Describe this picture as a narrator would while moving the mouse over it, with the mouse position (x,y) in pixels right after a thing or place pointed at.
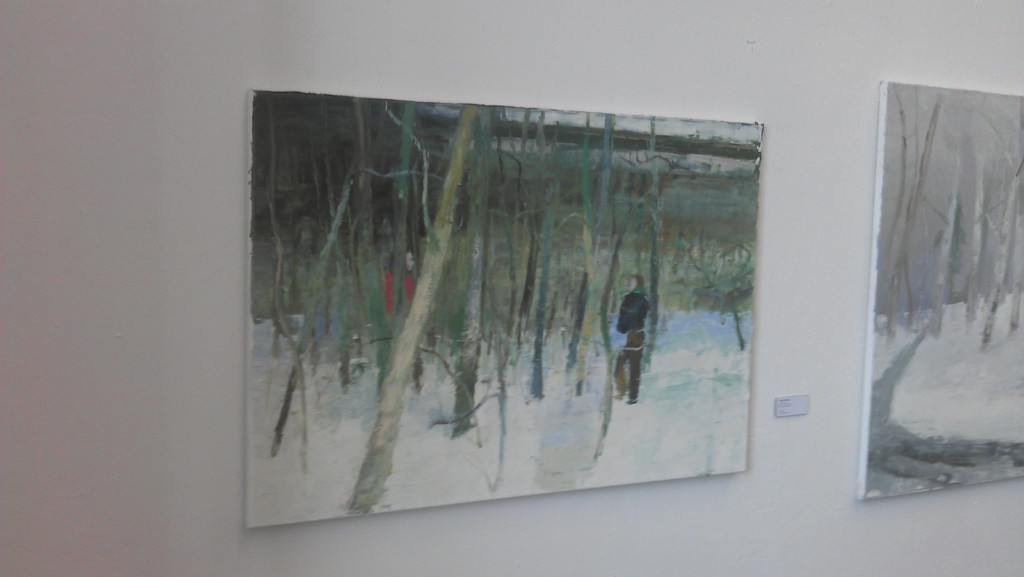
In this image we can see two photo frames (576,269) and an object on the wall (131,234).
